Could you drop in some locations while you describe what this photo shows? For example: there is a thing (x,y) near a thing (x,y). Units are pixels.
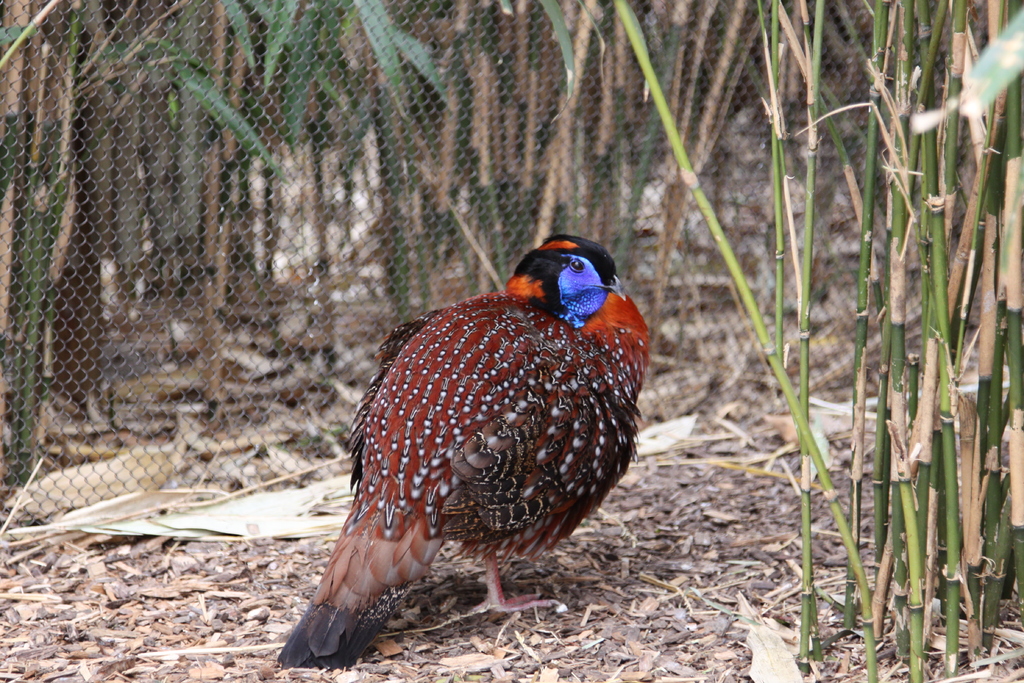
In this image there is a colorful bird (513,421). In the background (937,74) there is a fence (165,239) and trees (488,123).
